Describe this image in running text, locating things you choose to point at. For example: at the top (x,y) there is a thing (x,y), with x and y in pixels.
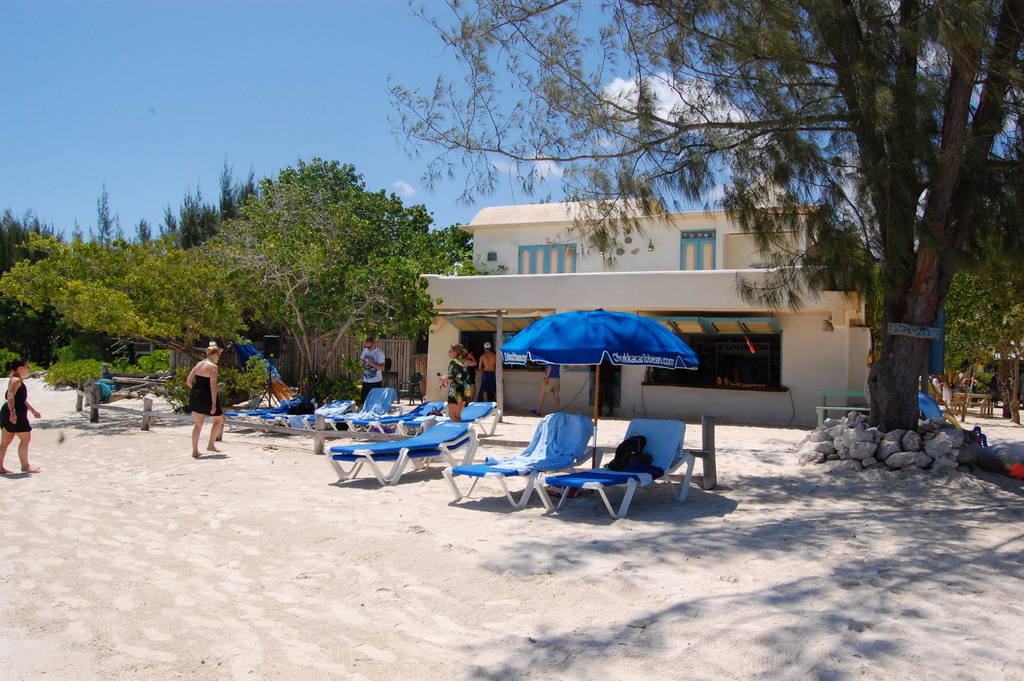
In this image we can see few people (364,360). There are chairs (383,410) and umbrella (630,346). Also there are trees (887,284). Also there are stones (849,441). In the back (599,254) there is a building (517,239) with windows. In the background (480,103) there is sky (504,115) with clouds (666,104).
